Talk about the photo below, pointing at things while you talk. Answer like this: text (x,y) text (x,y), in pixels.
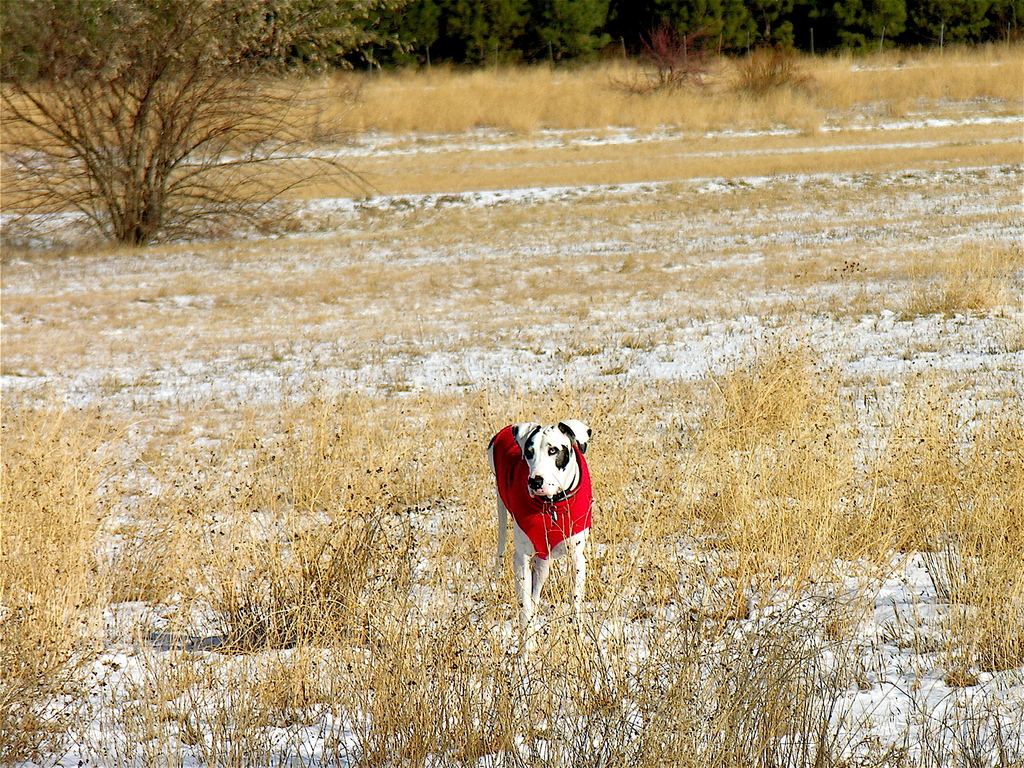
In this image I can see a dog (556,521) wearing red color dress (562,532). The dog (558,484) is in white and black color. I can see a dry grass (347,570), trees (590,11) and fencing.
